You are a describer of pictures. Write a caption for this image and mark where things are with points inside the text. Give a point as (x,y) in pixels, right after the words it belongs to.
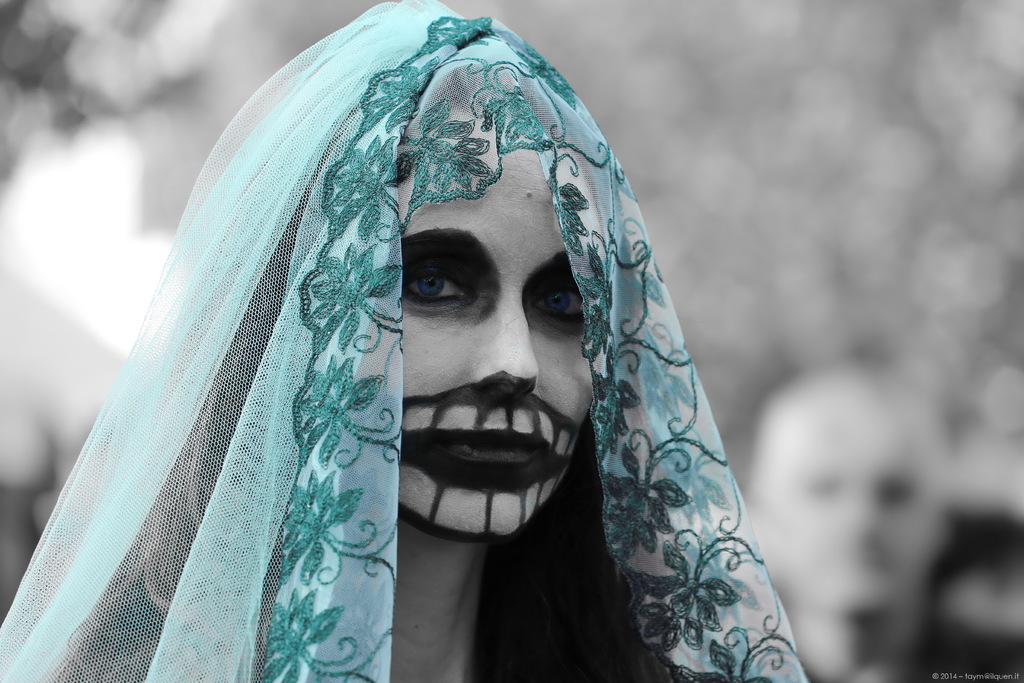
In this image we can see a person (473,414) in a Halloween makeup (476,501) and wore a mesh cloth (394,423). There is a blur background (110,20) and we can see a person (896,487).
